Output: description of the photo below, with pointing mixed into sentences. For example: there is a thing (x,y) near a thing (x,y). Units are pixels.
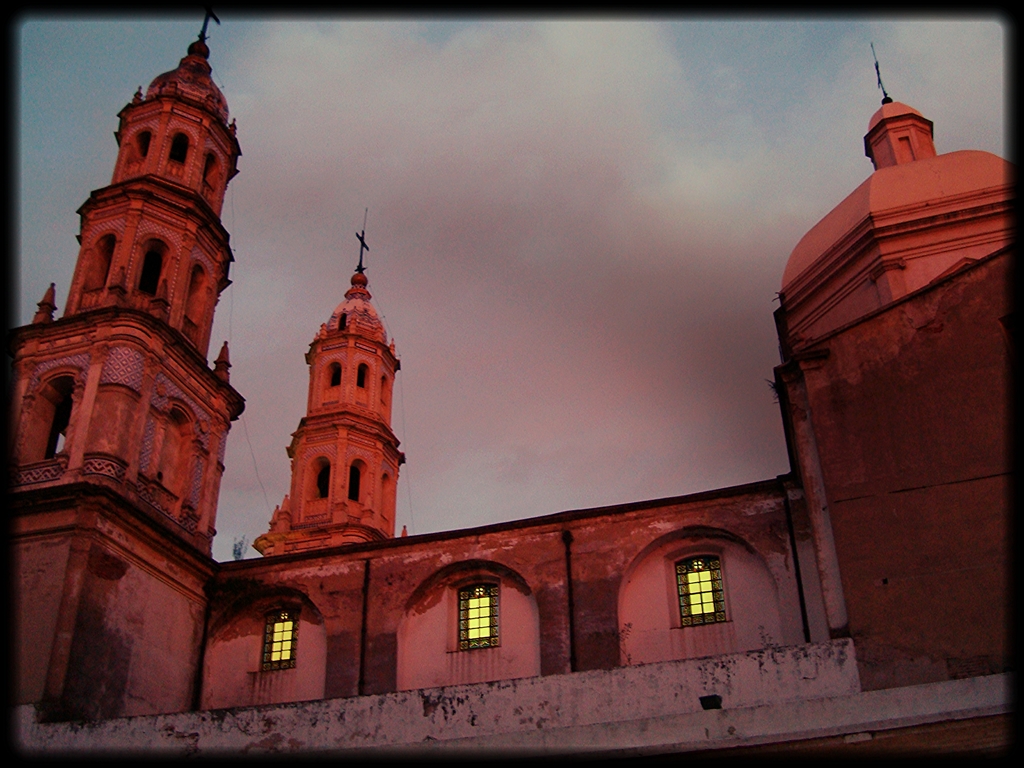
In the center of the image (363,506) there is building (642,660). In the background (766,77) we can see sky (587,254) and clouds (544,191).
